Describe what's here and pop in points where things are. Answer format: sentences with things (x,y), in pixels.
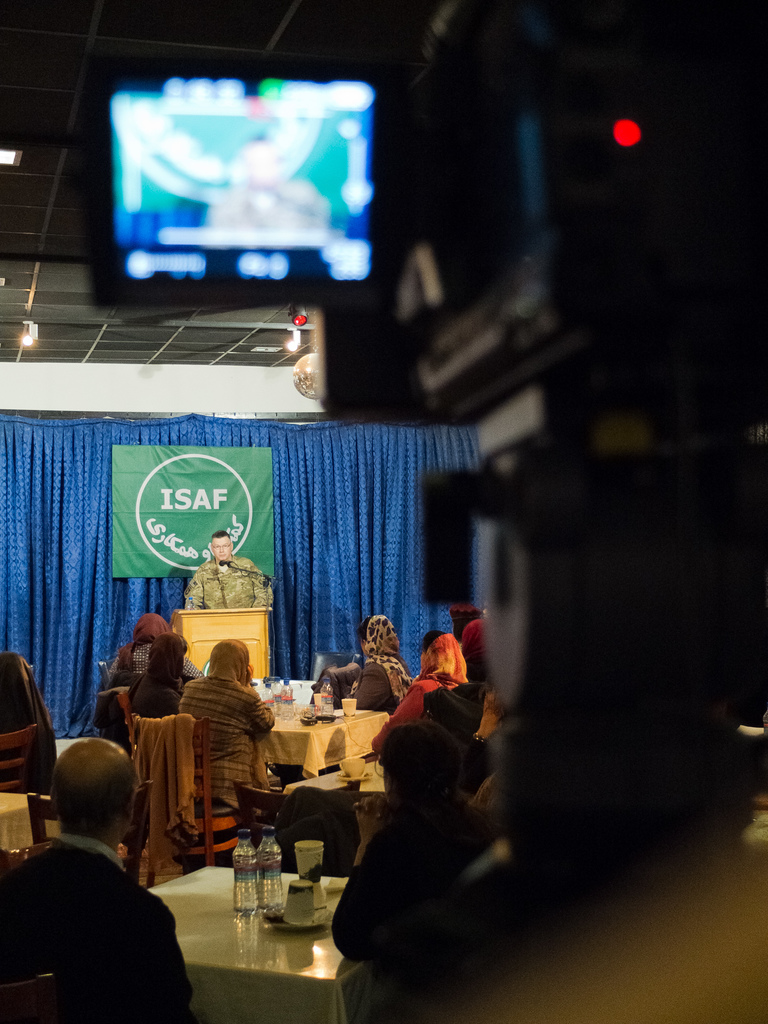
There is a camera (620,385) which displays a picture (259,178) on it in the right corner (571,434) and there are few people (231,792) sitting in chairs (277,805) and there is a table (298,947) in front of them which has water bottles (267,881) and some other objects (310,886) on it and there is a person (221,590) standing and speaking in front of a mic (220,563) in the background (231,583).
